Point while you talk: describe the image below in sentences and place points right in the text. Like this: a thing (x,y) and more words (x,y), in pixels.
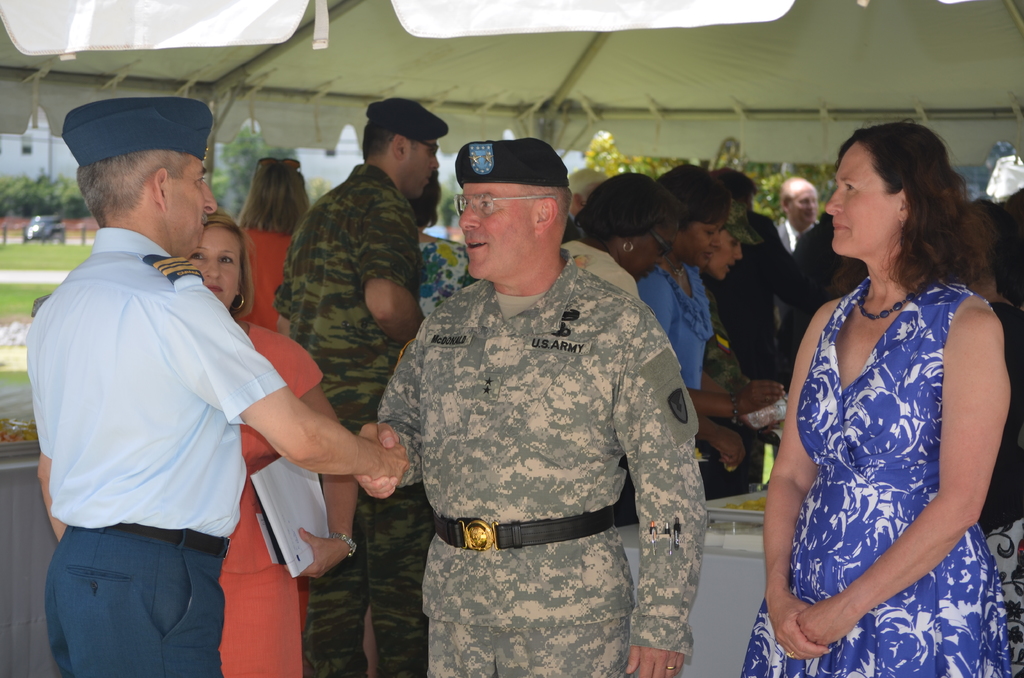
In this image we can see people (701,388) and there is a woman (246,264) holding a book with her hand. Here we can see a tent (363,87), grass (58,264), car (44,226), plants (71,213), trees (247,178), wall (57,147), and objects (11,662).
